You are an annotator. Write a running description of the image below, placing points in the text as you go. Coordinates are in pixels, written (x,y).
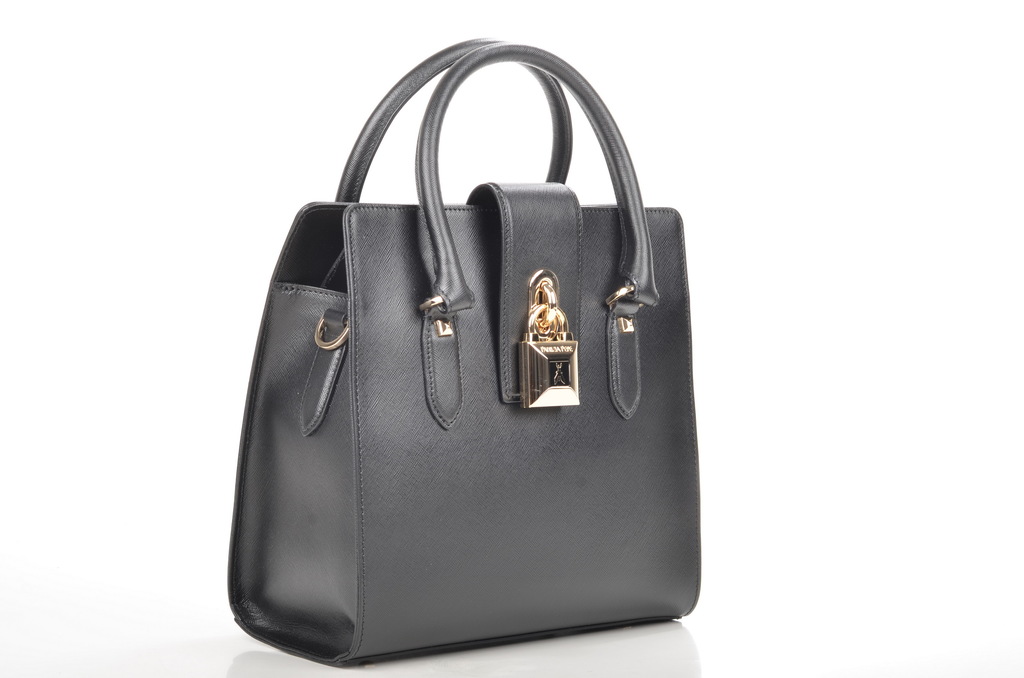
In this picture there is a handbag (501,474) made of leather (610,402) and has a holder (570,400) which is painted as golden decorative object (563,351) on it
